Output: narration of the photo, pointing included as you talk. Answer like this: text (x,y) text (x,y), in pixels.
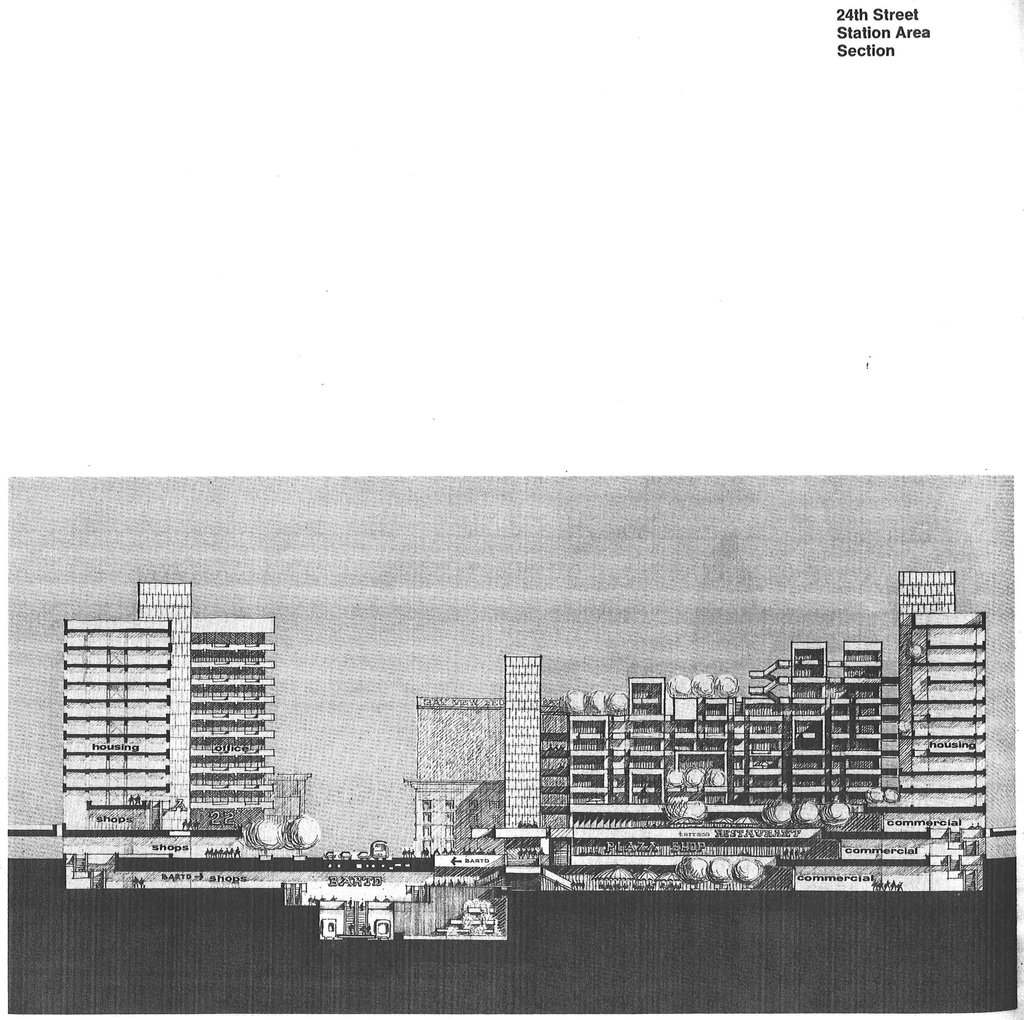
This is a black and white image. In this image we can see the picture of buildings (578,826).
